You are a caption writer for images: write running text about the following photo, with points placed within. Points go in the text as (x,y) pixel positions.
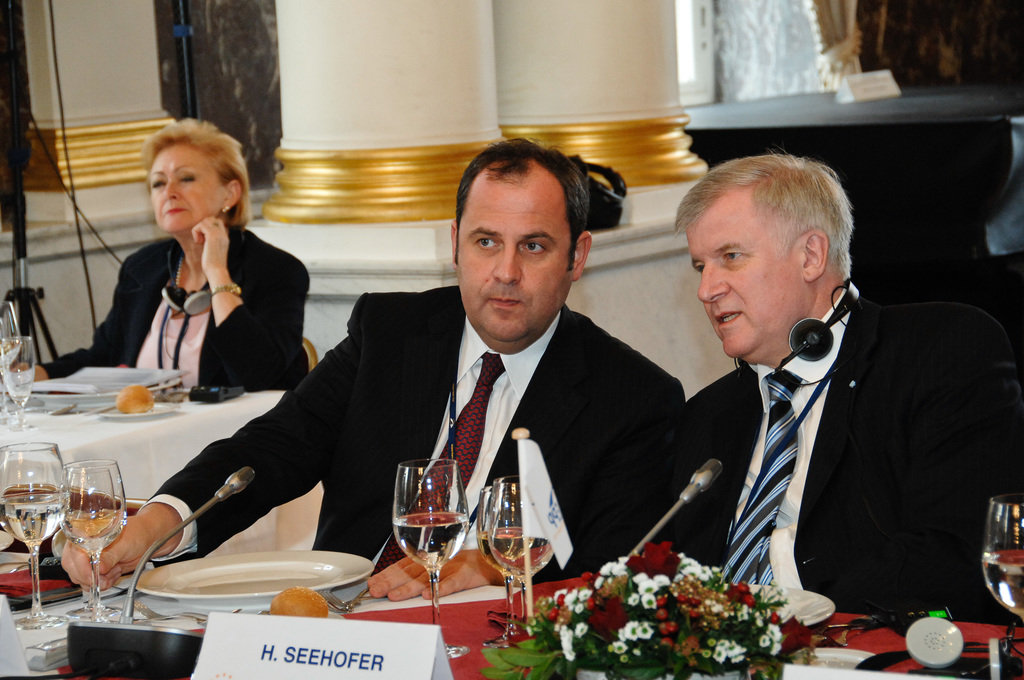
In the image there are persons (563,421) in suits (841,548) sitting in front of table (480,671) talking, there are wine glasses (82,509), plates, flower vase (628,666) on the table (73,679), on the left side (165,266) there is a woman (132,359) sitting in front of table (62,456), behind her there are pillars (425,120).
